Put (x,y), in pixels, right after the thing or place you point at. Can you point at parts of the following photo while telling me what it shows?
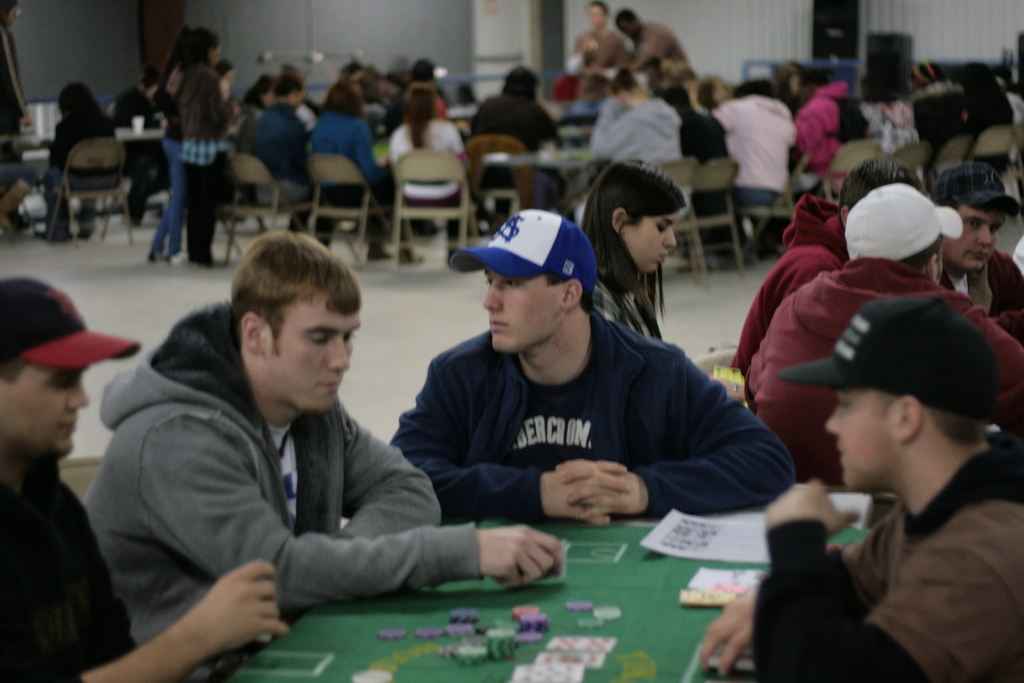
This picture is clicked inside a room (405,304). There are many people (365,130) sitting on chairs (430,174) at the tables (628,590). People (477,487) at the table (622,604) in the front (751,423) are playing cards (565,654). On the table (636,603) there are cards (574,660), coins (494,639) and papers (731,539). In the background (837,21) there is speaker (851,24) and wall (407,29).
